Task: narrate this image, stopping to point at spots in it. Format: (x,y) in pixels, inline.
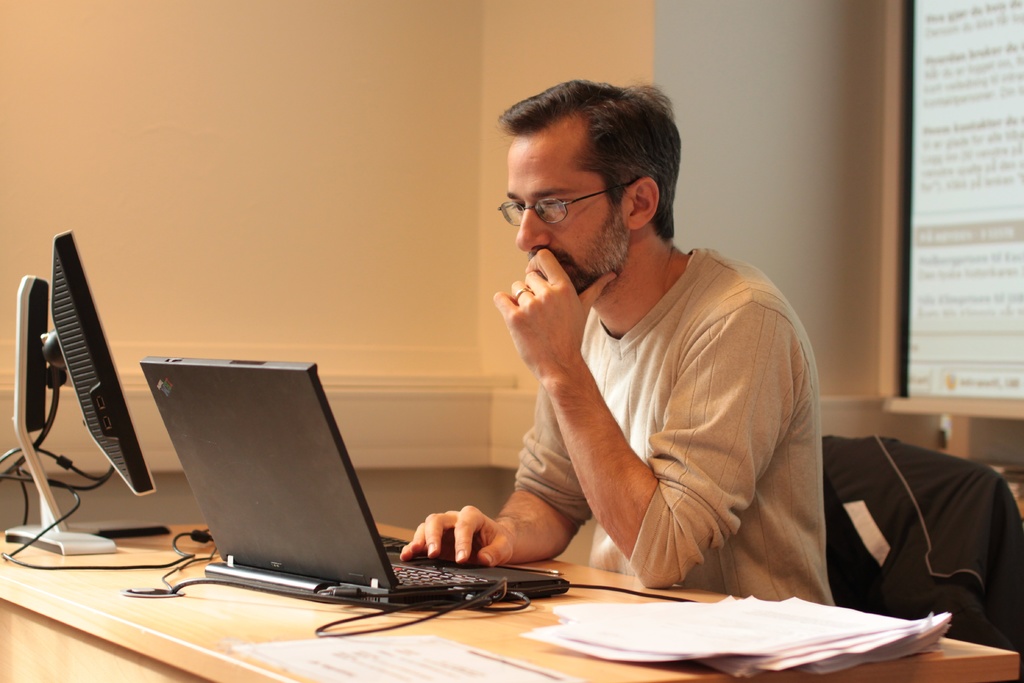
This man (640,338) is sitting on a chair (929,536). In-front of this man (655,464) there is a table (68,555), on a table (193,534) there is a monitor (91,409), laptop (281,519), papers (658,653) and cables (497,608). A screen (921,242) on wall (865,127). On this chair (870,528) there is a jacket (929,521). This man (755,463) wore spectacles (563,216) and t-shirt (709,361).
